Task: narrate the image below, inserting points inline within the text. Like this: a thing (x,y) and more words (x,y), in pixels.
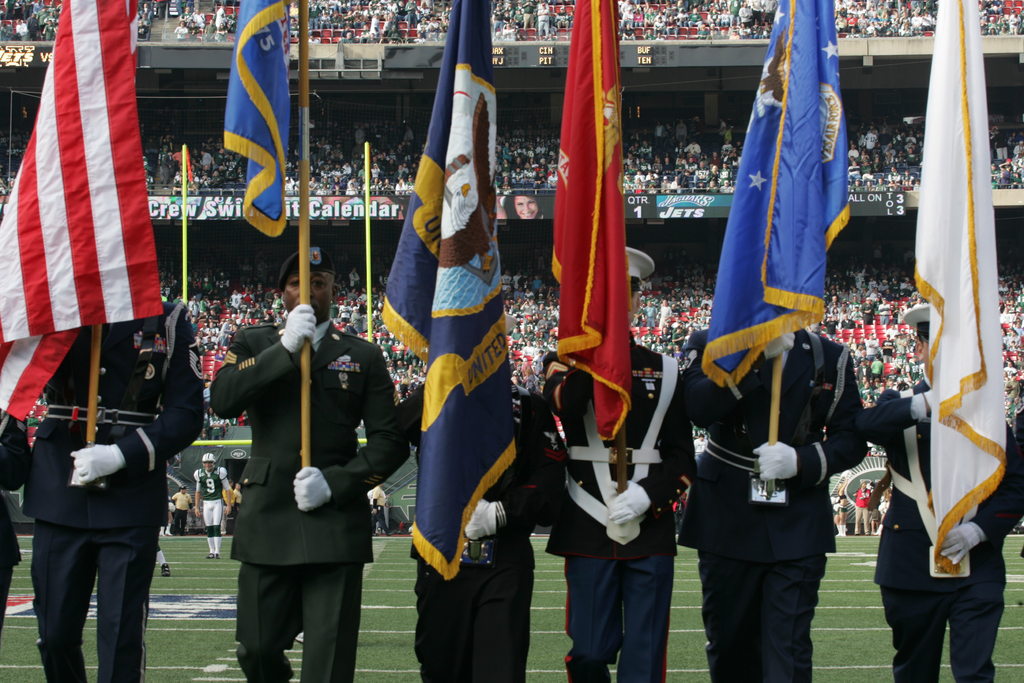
In this image I can see the group of people (408,455) wearing the uniforms (287,496) and holding the flags (569,285). These people (472,522) are on the ground (195,598). In the background (190,502) I can see the boards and many people (650,29) with different color dresses (400,360). These people (218,512) are in the stadium (348,261).
